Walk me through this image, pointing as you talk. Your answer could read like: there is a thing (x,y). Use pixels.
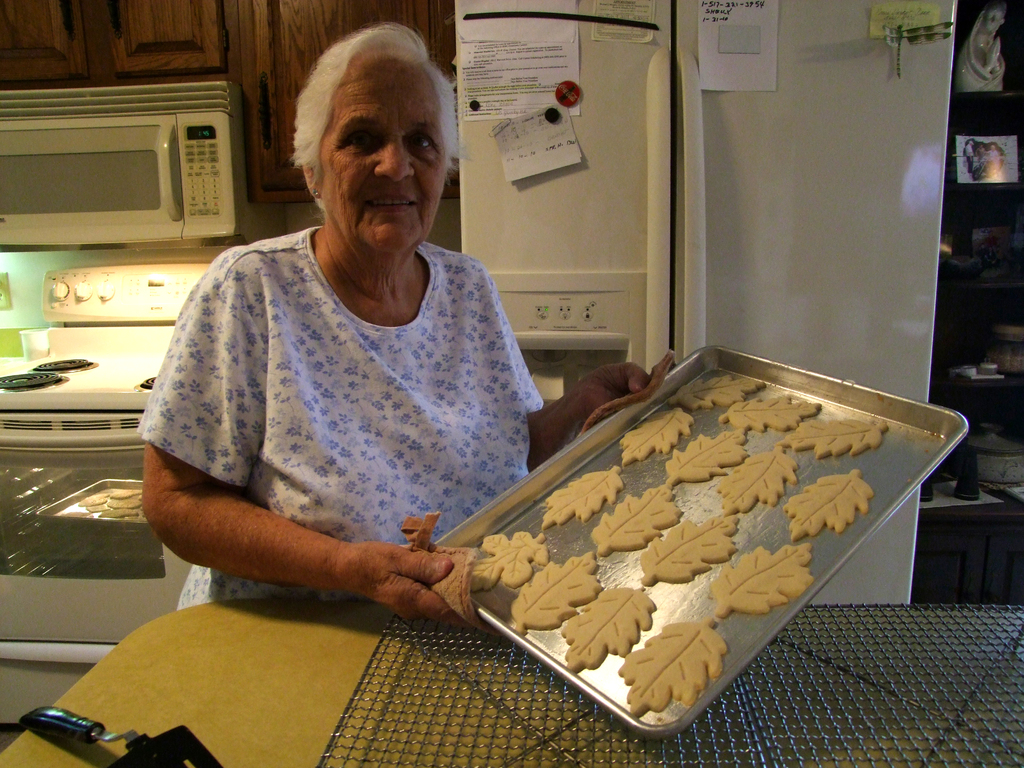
This image might be clicked in a kitchen (5,284). There are oven (99,230) and stove (121,357) on the left side (129,545). There is a refrigerator (750,128) in the middle (508,270). There is a person (334,192) in the middle (387,467). She is holding a plate (681,608).
